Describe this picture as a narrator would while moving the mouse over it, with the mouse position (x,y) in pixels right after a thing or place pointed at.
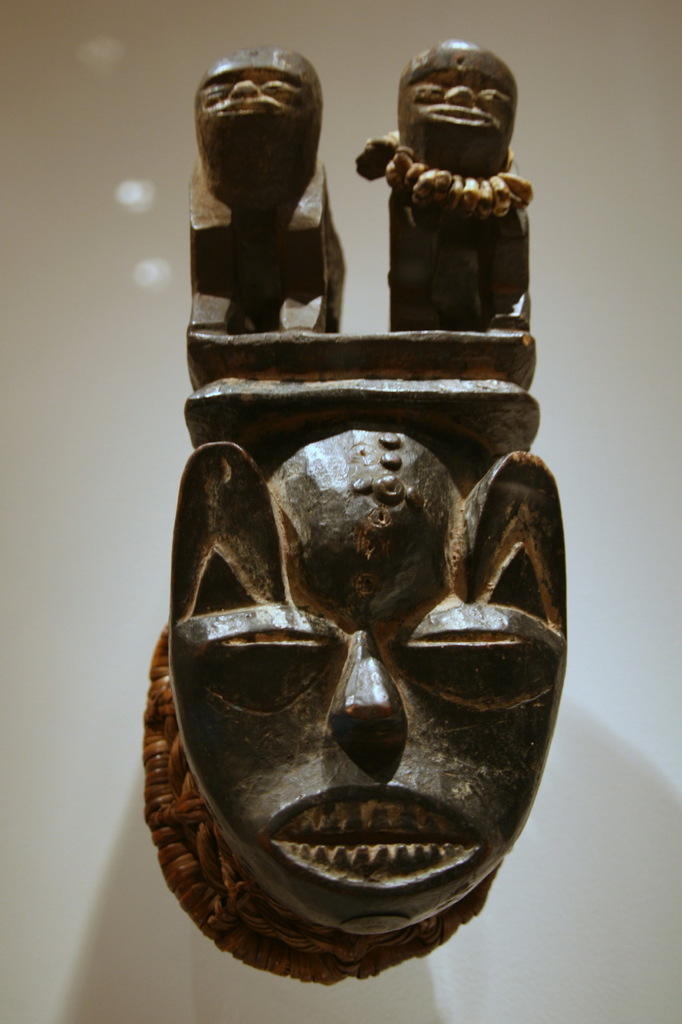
In this image there is a sculpture (210,494) to the wall (76,458). In the background (186,58) there is a wall (568,863).
